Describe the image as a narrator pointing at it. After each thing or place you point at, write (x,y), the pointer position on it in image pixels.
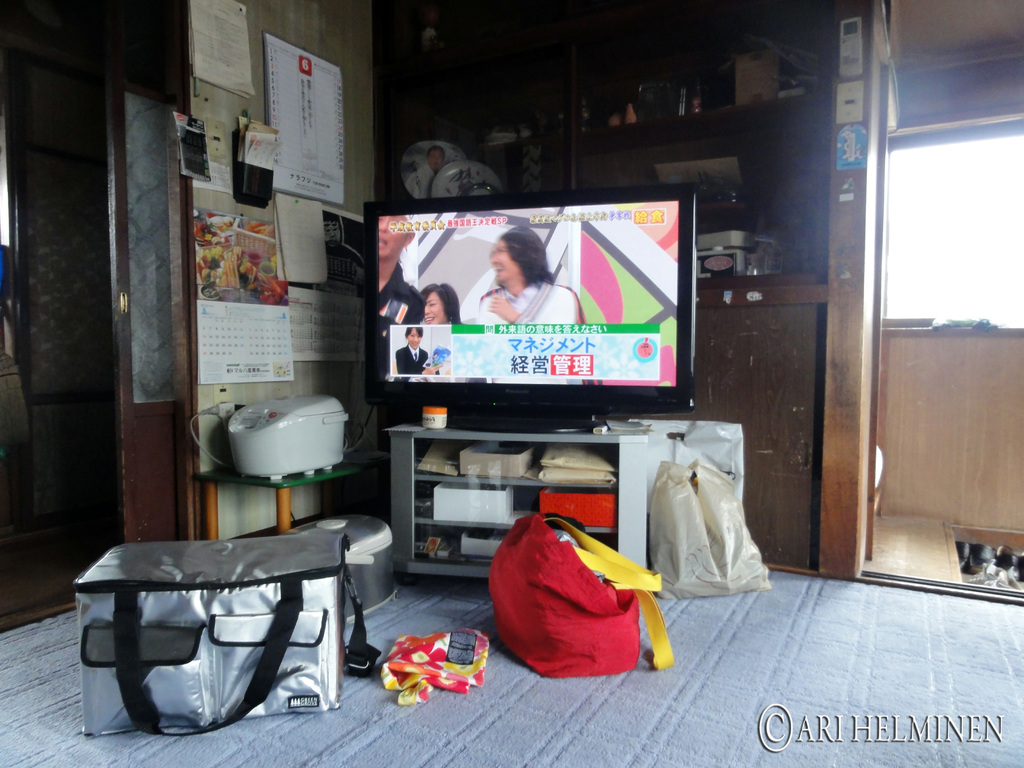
In a room (358,732) there is a television (523,230) on a table (495,435) and beside the television (464,215) there is a machine (291,454), behind the television (412,319) there is a cabinet (541,165) and a lot of object (541,165) are kept in that cabinet (620,147), on the left side (309,143) there are some calendars (316,187) and papers (225,31) attached to the wall (214,437), there are few bags (522,602) and other objects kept on the floor (467,702). On the right side (886,379) there is a balcony (970,288).
